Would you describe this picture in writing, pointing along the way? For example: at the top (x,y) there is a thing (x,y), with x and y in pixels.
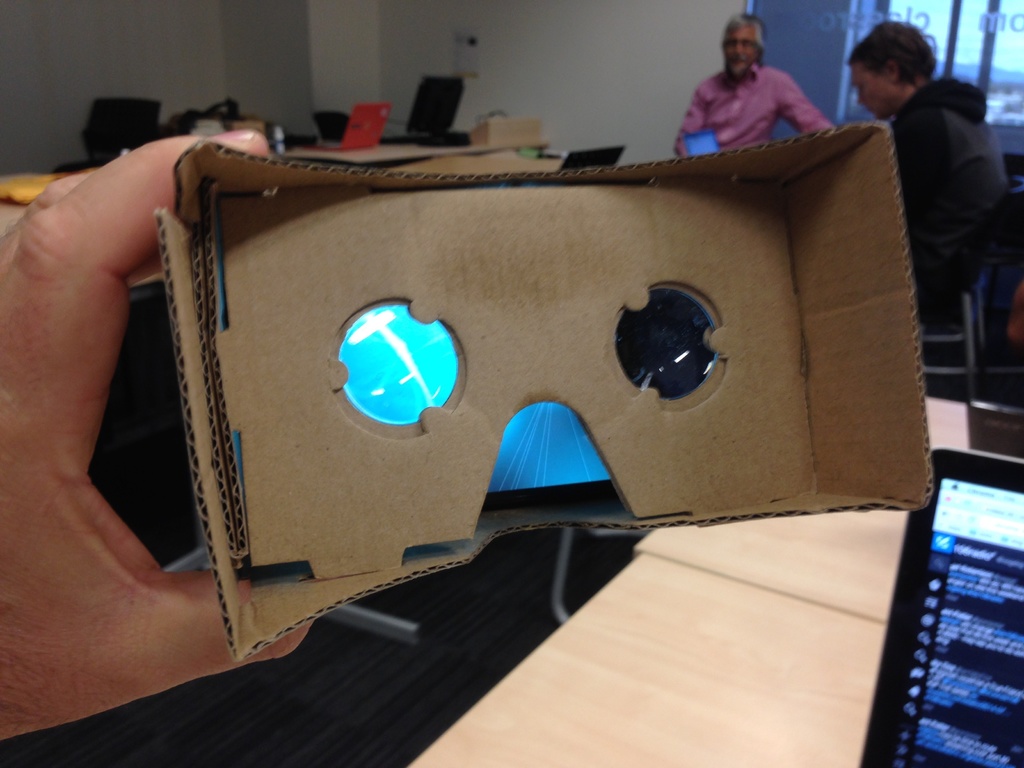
In the center of the image (367,480) we can see one human hand (21,362) holding some object (411,432). On the right side of the image (710,635) we can see one table (807,682). On the table (792,739), we can see one laptop (1021,597) and one black color object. In the background (448,97) there is a wall (638,53), tables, laptops (425,138), glass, one person (903,189) is sitting, another person (924,193) is sitting and a few other objects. And we can see some text (936,50) on the glass (966,54).
